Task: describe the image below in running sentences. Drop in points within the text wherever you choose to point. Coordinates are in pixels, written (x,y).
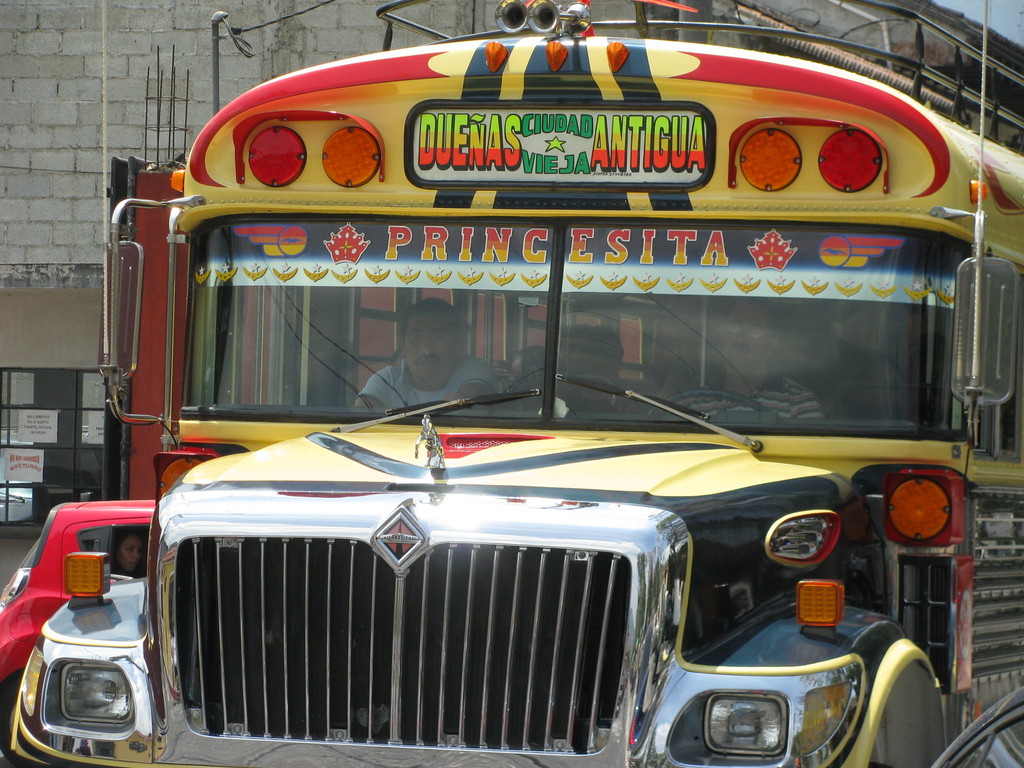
In this image, I can see few people (473,373) in the bus (715,397). On the left side of the image (49,427), I can see a car (69,546) and a building (71,348).
